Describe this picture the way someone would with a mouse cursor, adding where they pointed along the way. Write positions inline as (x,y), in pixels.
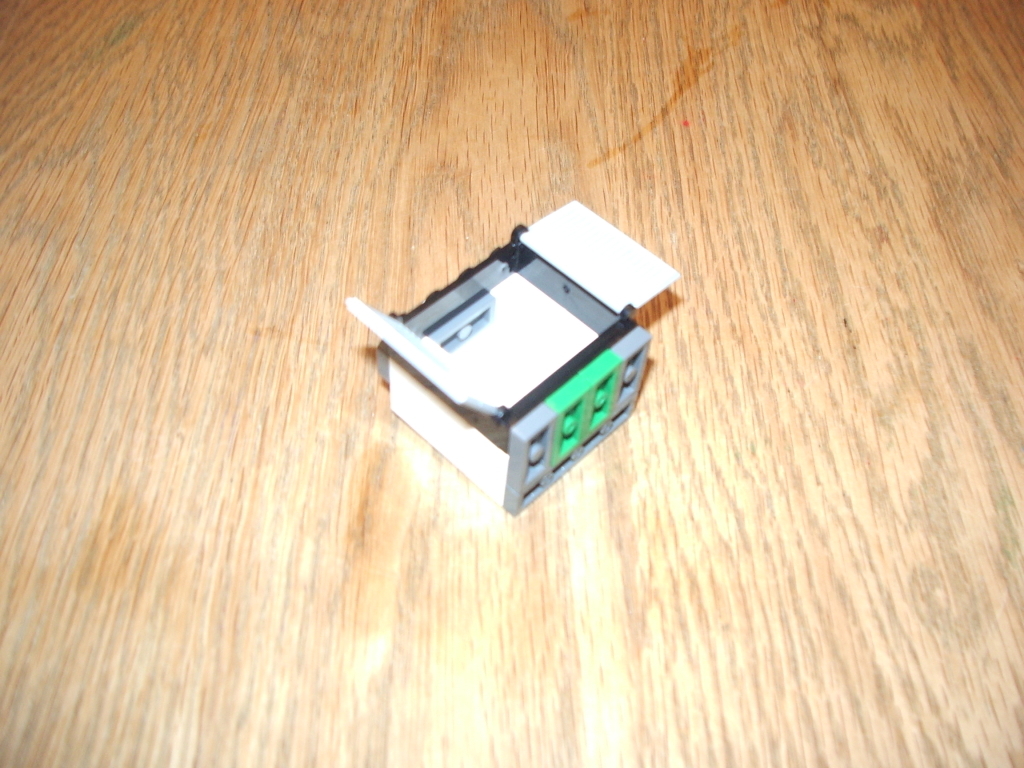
In this image we can see a block (481,388) placed on the wooden surface (529,584).
